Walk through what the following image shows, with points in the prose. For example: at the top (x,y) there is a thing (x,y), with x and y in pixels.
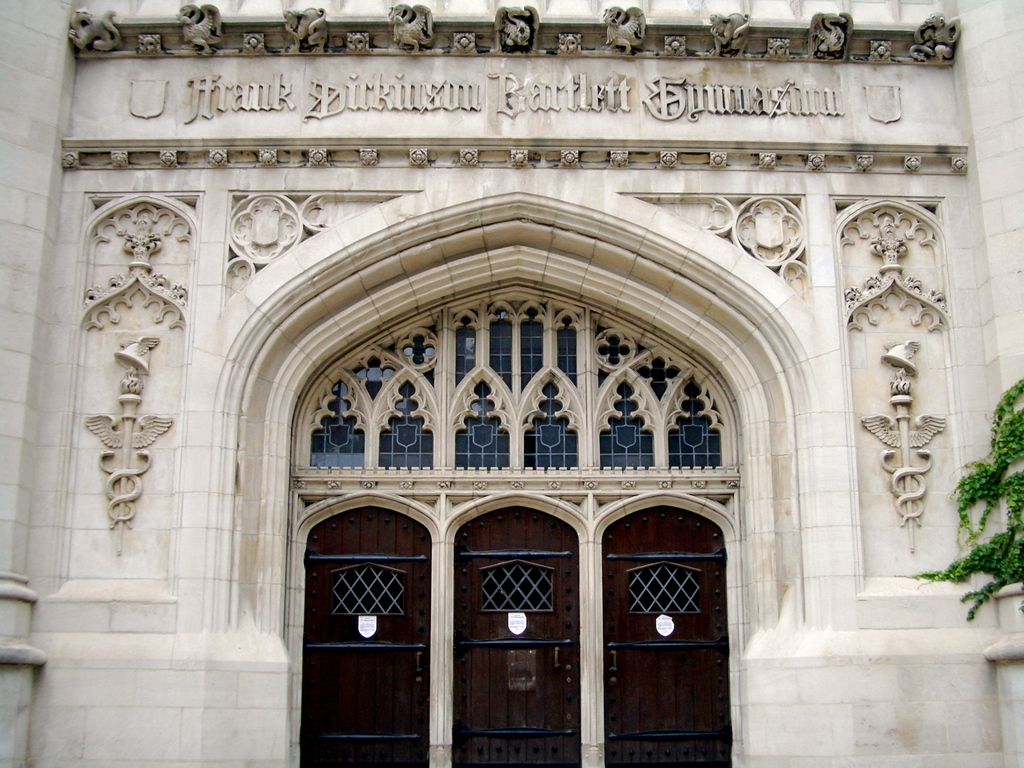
In this picture I can see there is a building (366,111) and it has a door (651,683), a sculpture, a plant (997,498) at the right side (980,495). There is a name (202,104) written on it.
